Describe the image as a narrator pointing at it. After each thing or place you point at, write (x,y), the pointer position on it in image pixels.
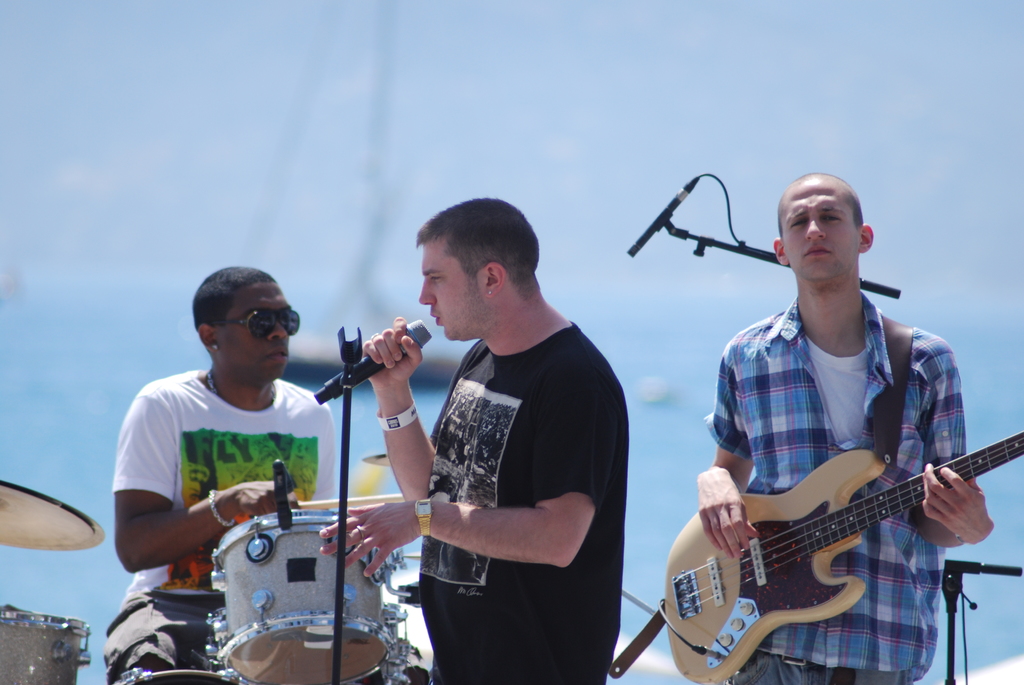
in the picture there are three man (477,426), one man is playing guitar (838,484), another man (529,425) is singing in a microphone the third person (273,500) is sitting and playing drums (290,528).
